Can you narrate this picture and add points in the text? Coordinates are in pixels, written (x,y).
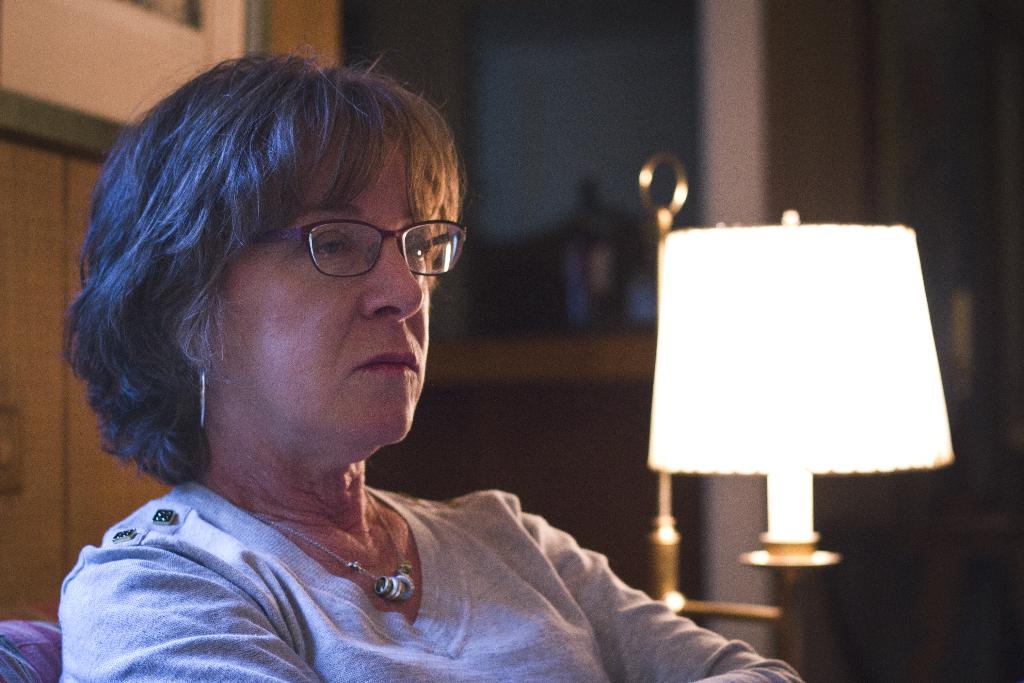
As we can see in the image there is a woman (252,607) sitting on sofa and there is a lamp (751,408).
